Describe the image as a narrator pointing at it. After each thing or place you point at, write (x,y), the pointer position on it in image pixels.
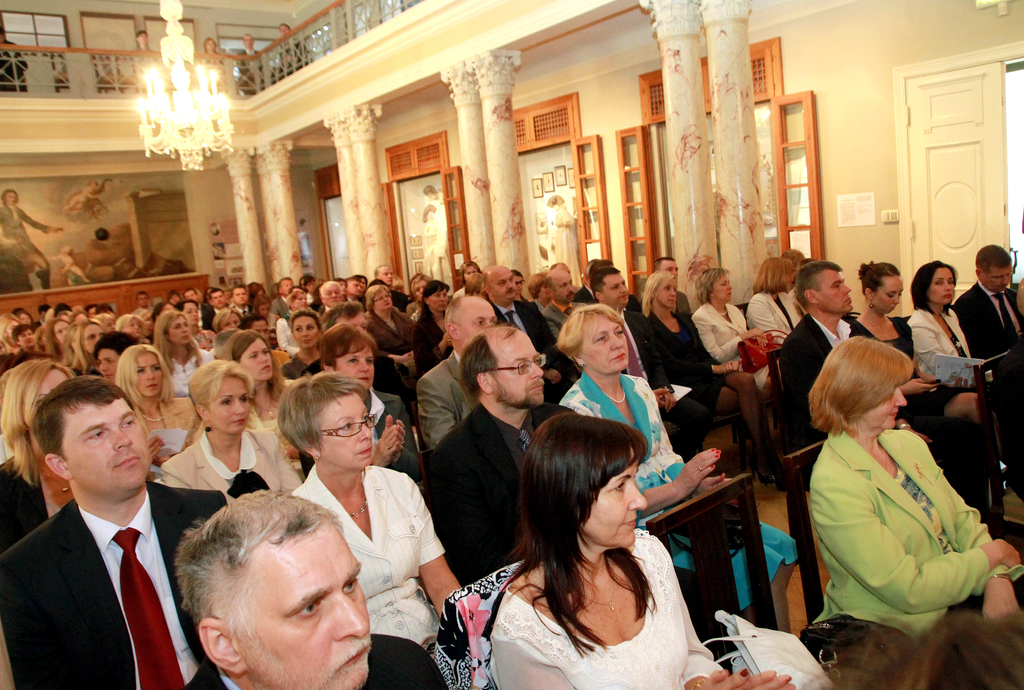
In this image we can see many people (456,303) sitting on the chairs (717,627). We can also see the painting (148,218), statues (571,249) and some frames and also the wooden doors (773,68). We can also see the white color door (923,161), switch board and also the wall (862,39) on the right (853,58). At the top (214,97) we can see the hanging light (167,51), some people (208,39) and the fence (278,51).
